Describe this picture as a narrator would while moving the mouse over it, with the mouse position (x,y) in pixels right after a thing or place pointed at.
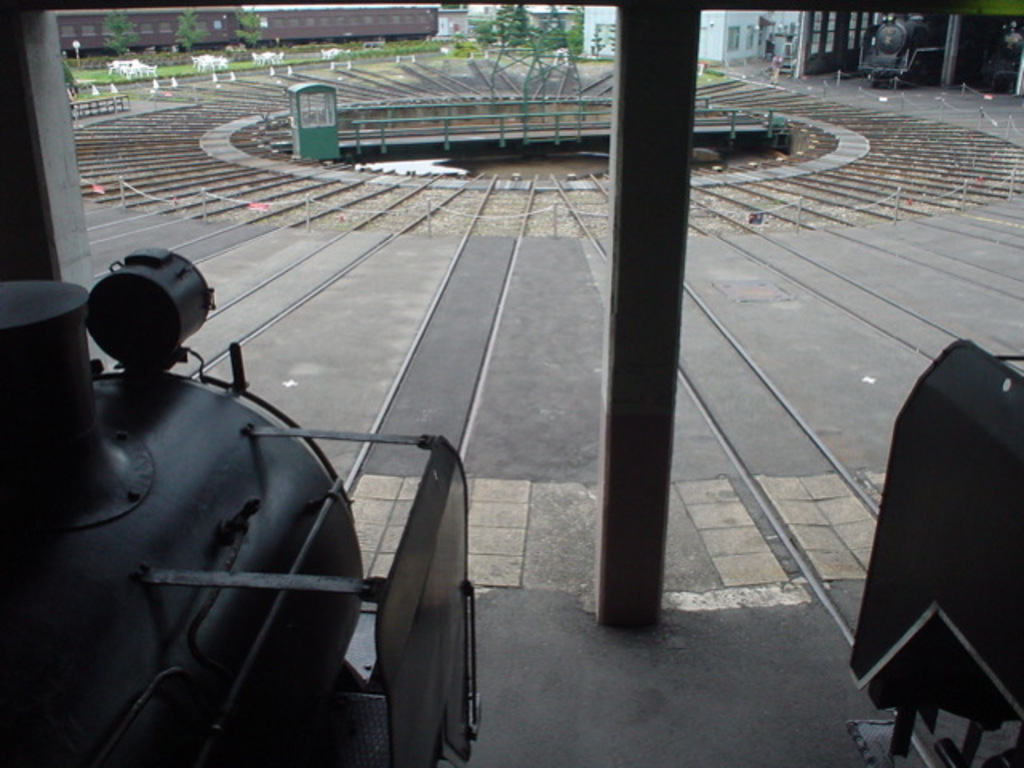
In the image we can see the steam engines (311,522) on the track (441,351). There are pillars (666,175) and there are tables (203,60), and benches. We can even see there is a train (324,38) and buildings (726,49). This is a grass (415,45) and trees (514,13).
